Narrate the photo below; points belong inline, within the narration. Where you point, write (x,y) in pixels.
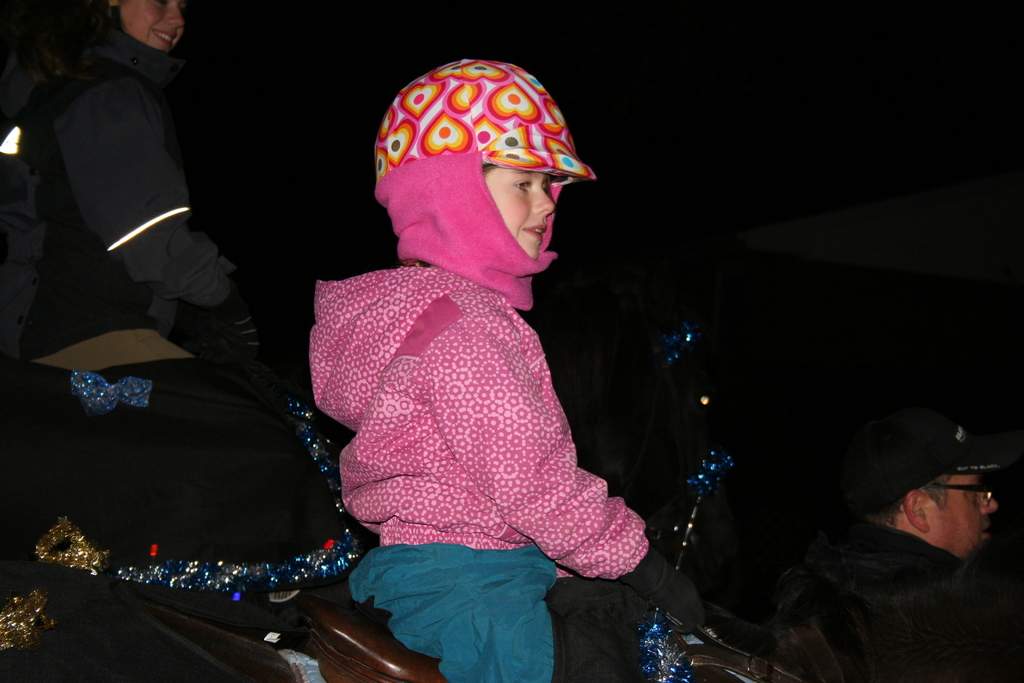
In this picture we can see three people (436,392), caps (919,427), spectacle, gloves (667,610), jackets (332,381), clothes (473,381) and some objects (126,383) and two people (107,130) are smiling and in the background (734,123) it is dark.
